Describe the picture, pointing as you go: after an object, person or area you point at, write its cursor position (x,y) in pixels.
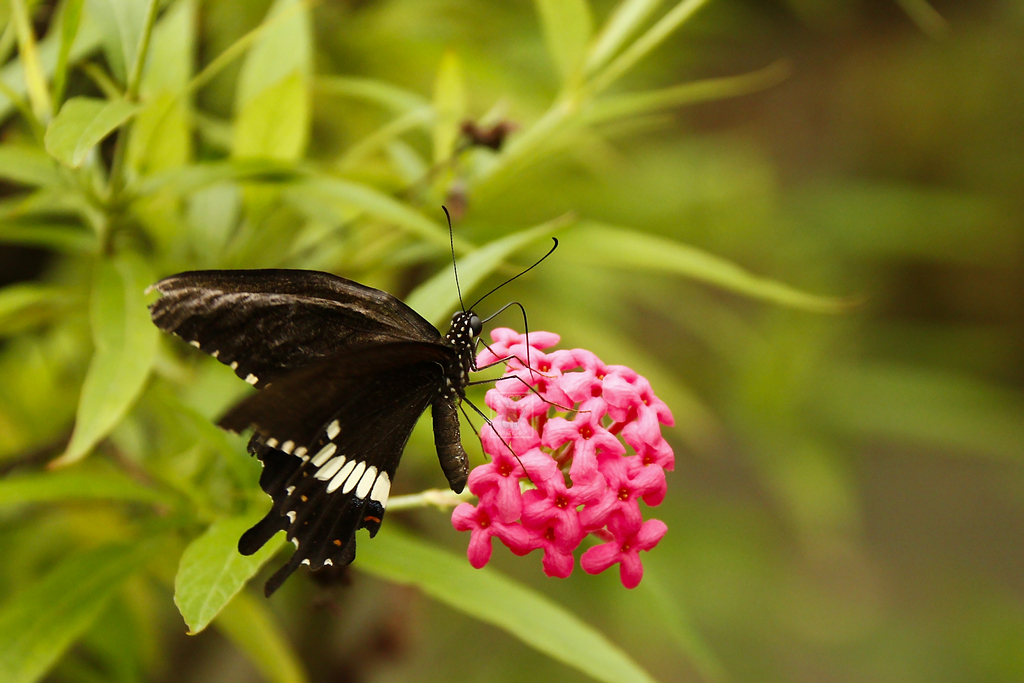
In this image we can see there is an insect (348,292) sitting on the flower (618,520) and this insect (411,326) is of black and white color.
